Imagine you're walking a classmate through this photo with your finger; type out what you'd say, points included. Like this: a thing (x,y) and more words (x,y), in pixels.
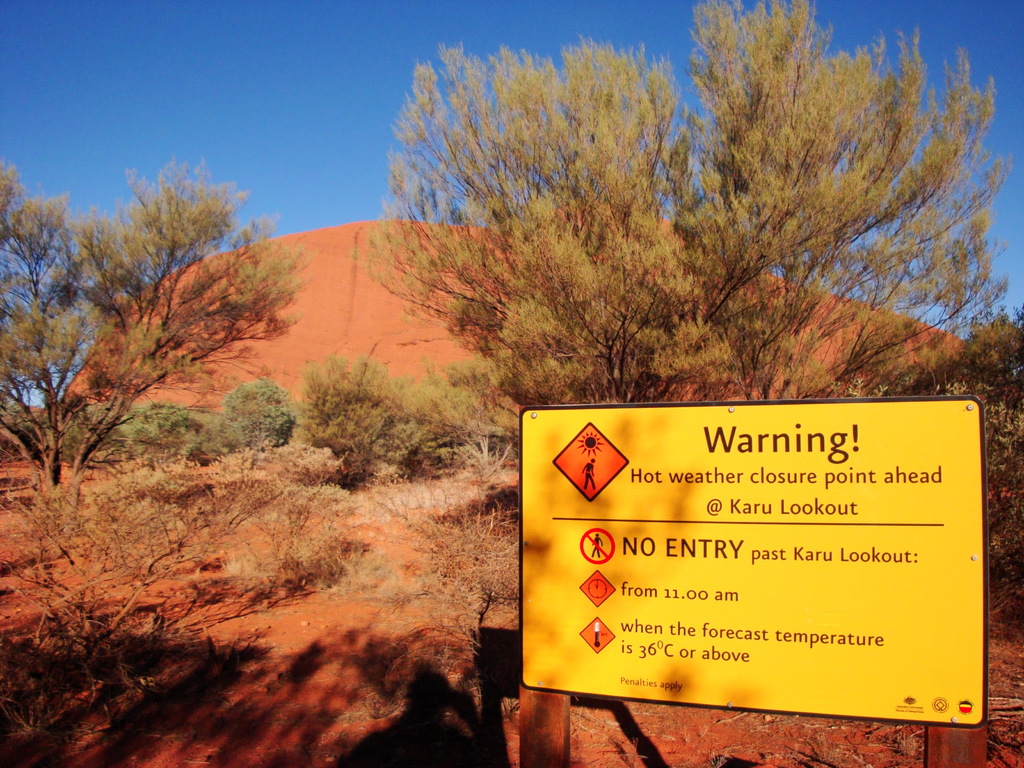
In this picture I can see trees (455,408) and plants (360,430) on the ground (229,549). Here I can see a yellow color board (748,601) on which something written on it. In the background (359,133) I can see the sky (369,153).
